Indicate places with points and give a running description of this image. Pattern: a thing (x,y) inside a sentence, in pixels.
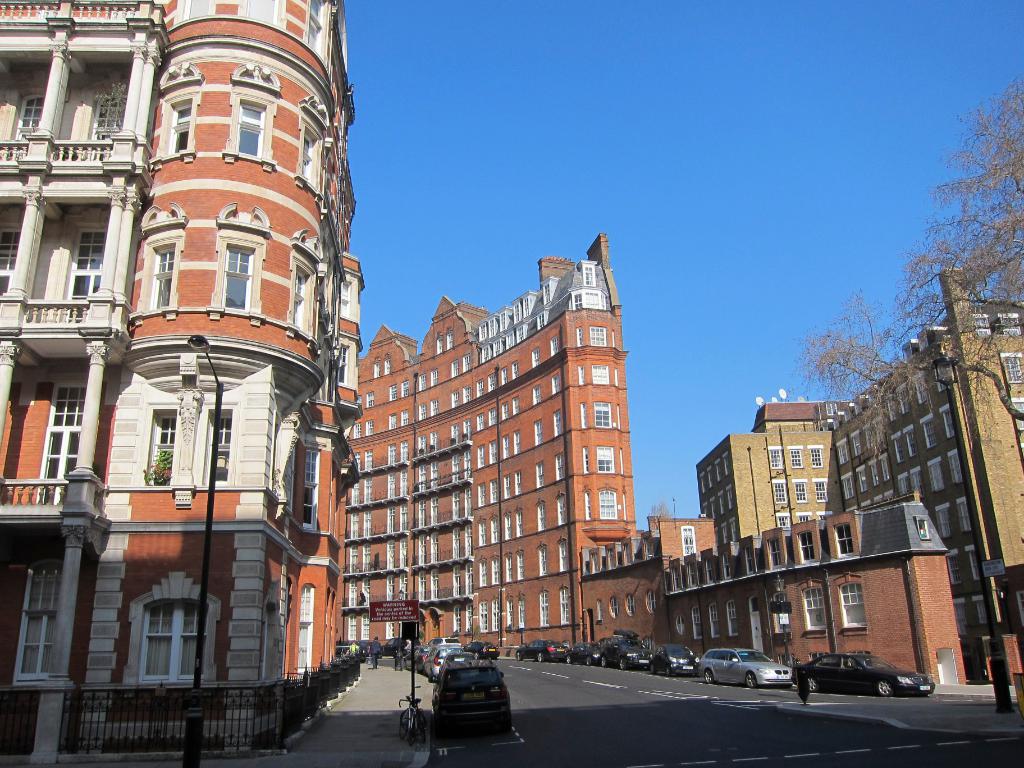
In this image on the left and right side (733,661), I can see some vehicles (629,647) on the road (609,715). I can see the buildings (587,521). At the top (675,160) I can see the sky (564,165).
